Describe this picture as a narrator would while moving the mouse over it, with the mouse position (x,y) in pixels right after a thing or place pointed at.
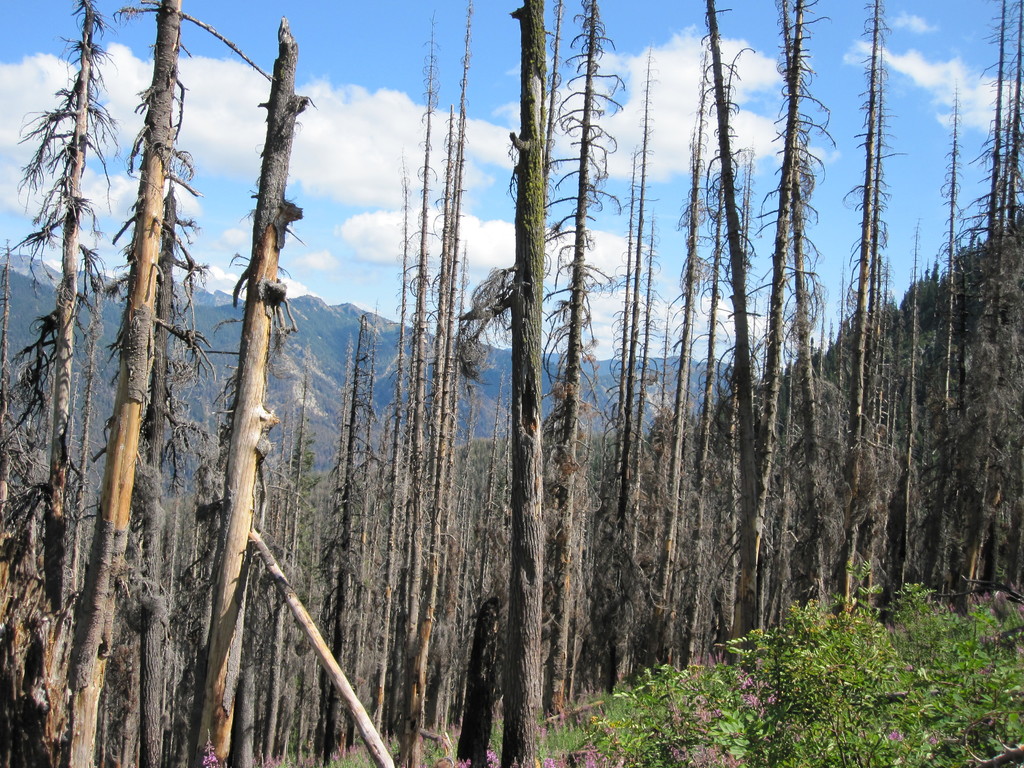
In this image we can see trees (762,536) and plants (776,675). Background of the image (77,342) mountains (104,355) are there. The sky (429,20) is in blue color with clouds (393,201).
